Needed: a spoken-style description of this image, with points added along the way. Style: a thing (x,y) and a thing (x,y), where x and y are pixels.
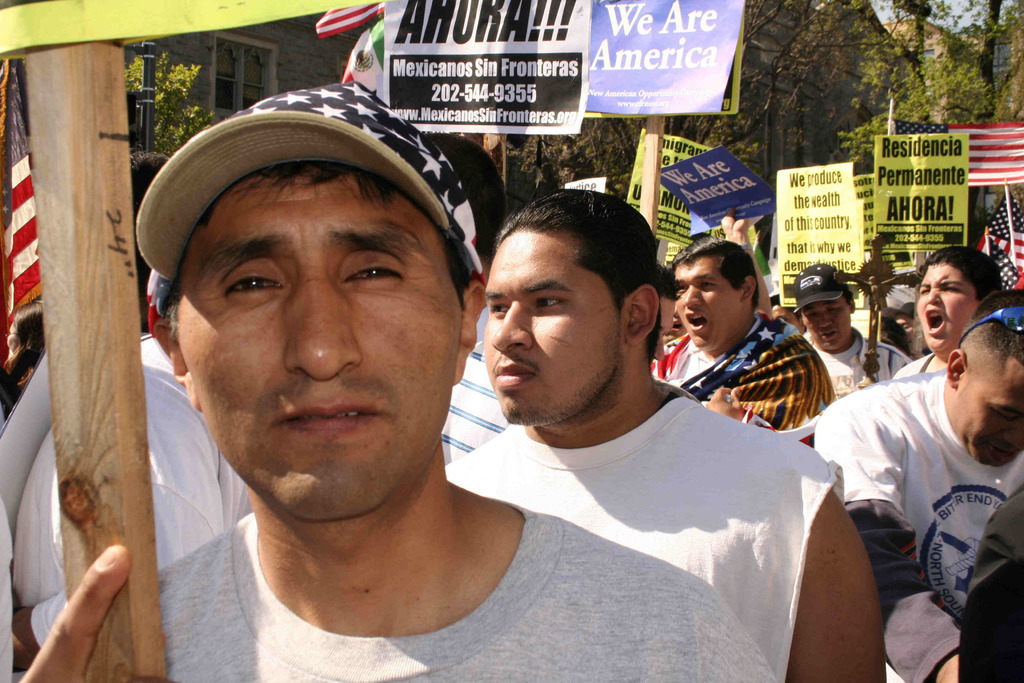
In this image, we can see some people (946,471). Among them, some people (502,382) are holding some objects (669,142). We can see some trees (788,58), houses (286,90), poles (107,639) and boards (531,20) with text (935,189). We can also see some flags (1003,234).
